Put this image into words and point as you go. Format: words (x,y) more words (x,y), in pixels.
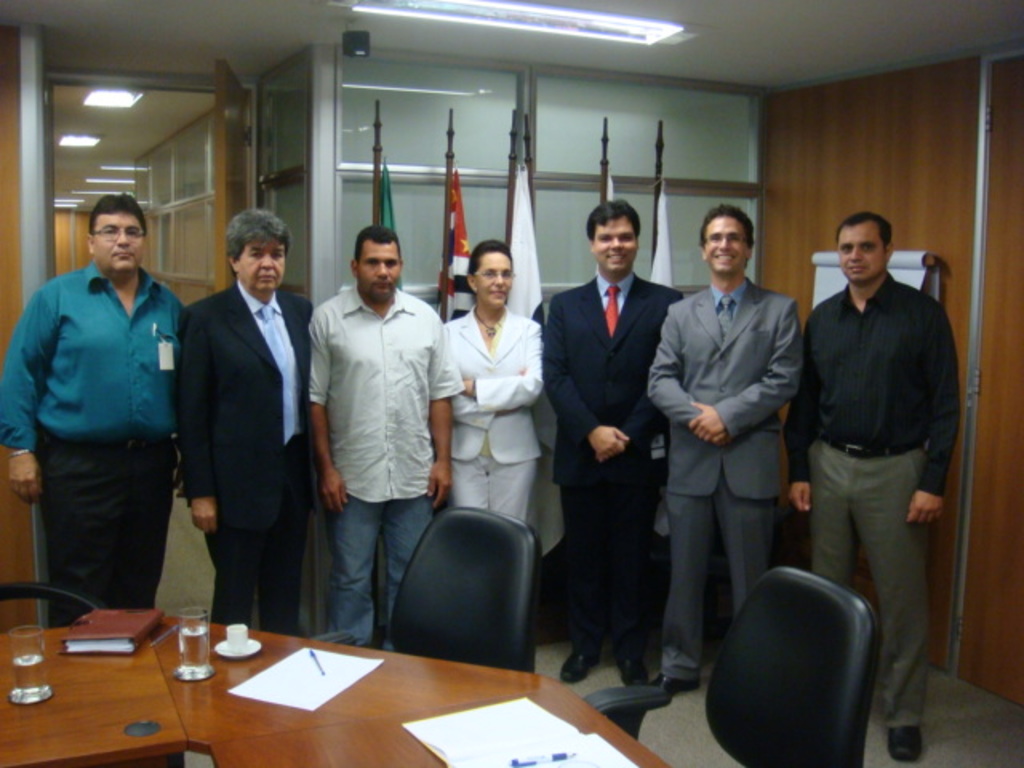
There are 7 person (357,386) standing in this image. In the center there is a table (303,724) and on the table (339,721) there are papers (442,739), pen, glass (182,670), cup (242,637), books (113,636). There are three empty chairs (797,683). In the background (445,193) there are 5 flags (513,177), door (241,160), windows (567,112), partition wall (882,141). The man (747,343) at the right side (736,400) standing wearing a grey colour suit (729,402) is having smile (724,257) on his face (736,265) and the man (612,363) wearing a black colour suit (609,379) is also having smile in his face (616,265).
